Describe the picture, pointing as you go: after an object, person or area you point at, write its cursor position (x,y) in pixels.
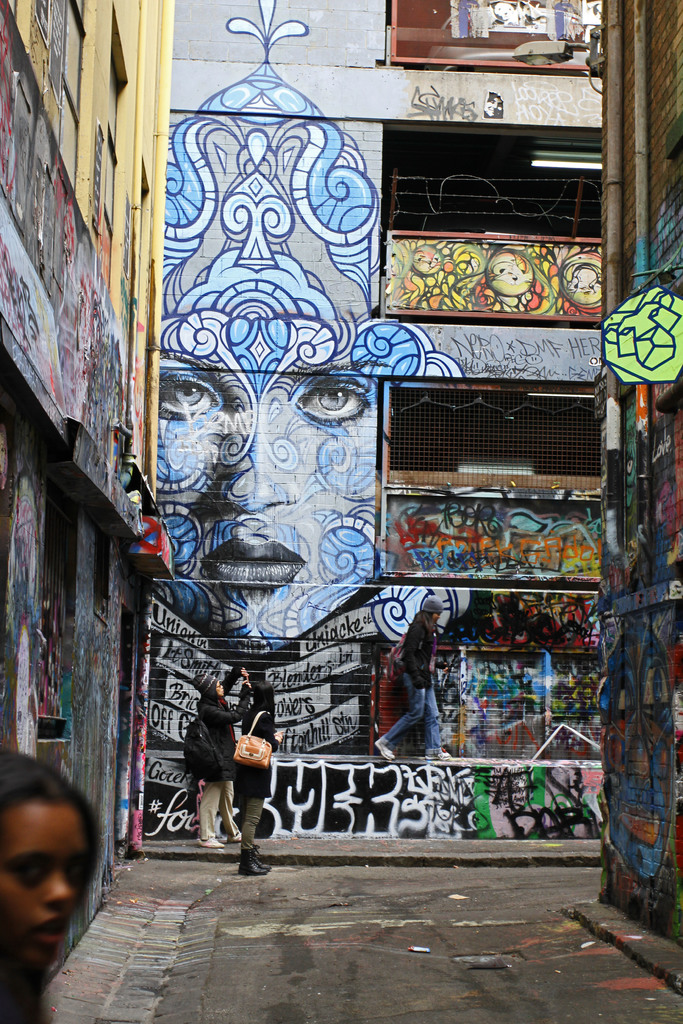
In this image there are two people (222,782) standing on the floor (270,900). Beside them there is a building (288,449) on which there is graffiti (175,383). On the left side (73,836) bottom there is a girl (92,865). In the middle (398,645) there is a girl (383,743) who is walking on the wall (390,759). At the top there is a tube light (584,166).
